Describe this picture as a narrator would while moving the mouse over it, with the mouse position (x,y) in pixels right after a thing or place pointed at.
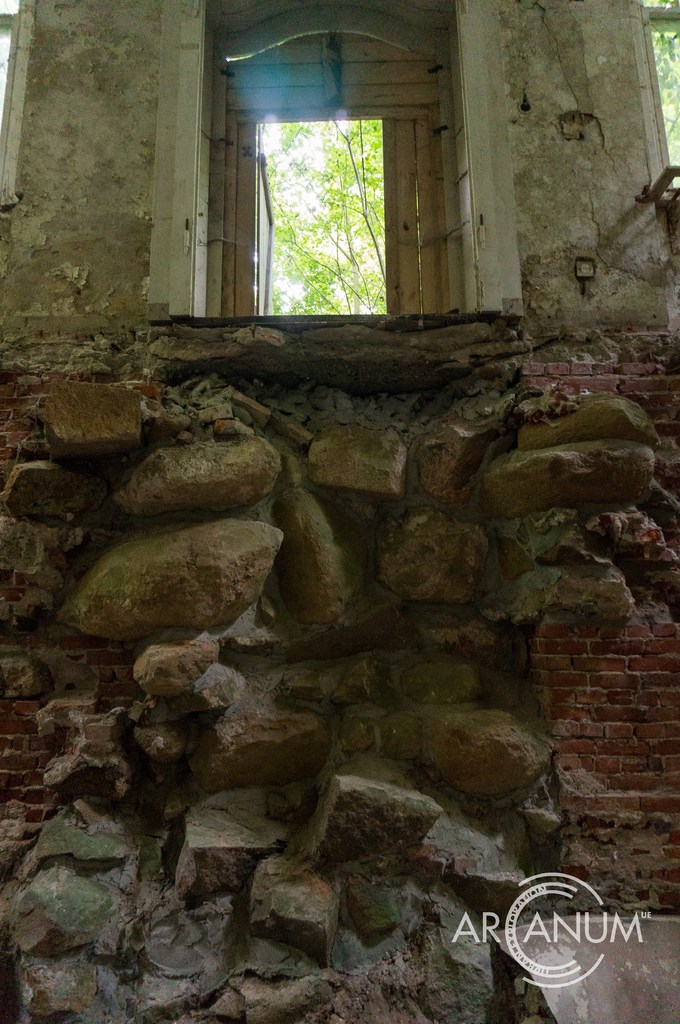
In this image there is a wall (361,630) and a door (399,245). In the background (337,193) there are trees (317,231).
